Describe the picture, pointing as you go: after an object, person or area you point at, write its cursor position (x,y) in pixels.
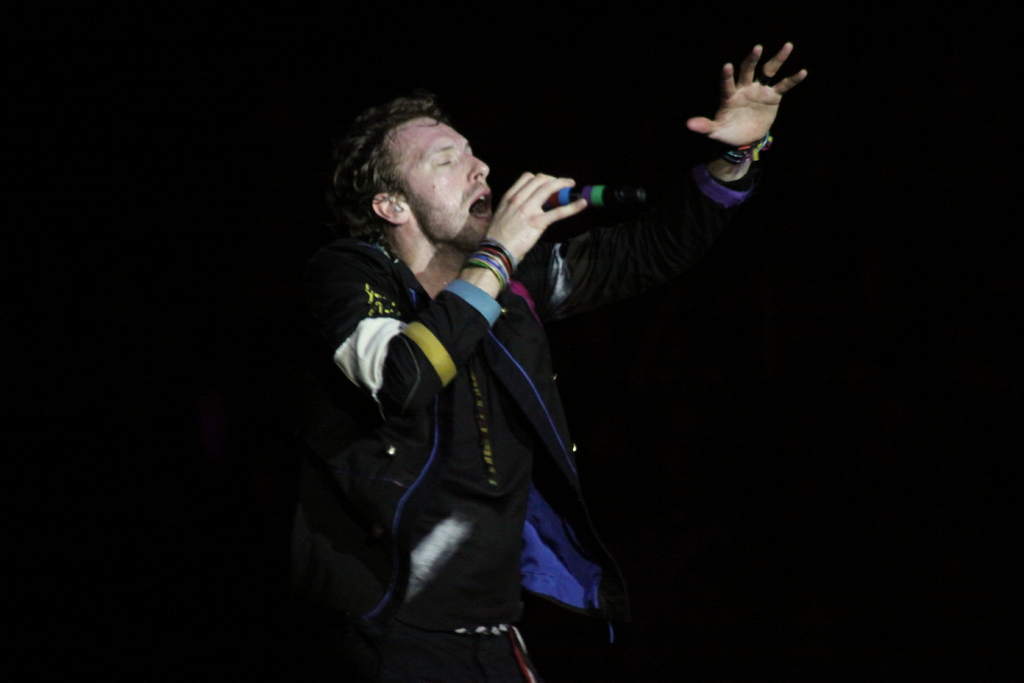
In this image I see a man (507,207) who is holding a mic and I can also see that he is standing.
